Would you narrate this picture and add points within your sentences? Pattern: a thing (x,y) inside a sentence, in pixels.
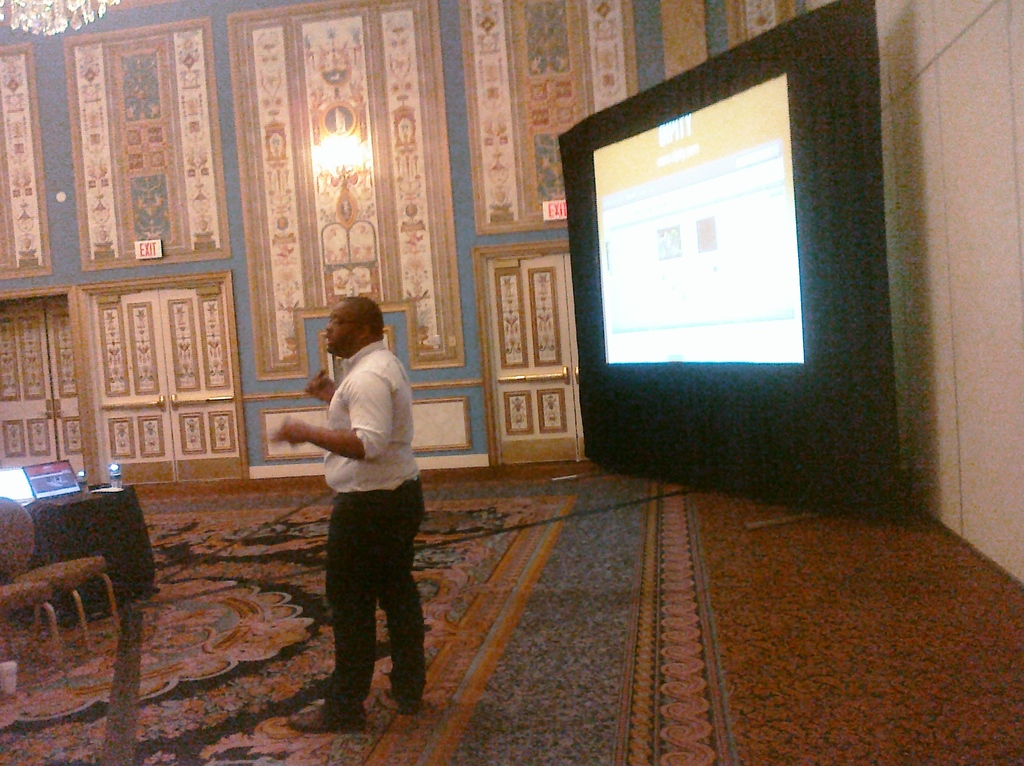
In this picture I can see a man (348,484) in front (353,529) who is standing and on the left side of this image (4,541), I see 2 chairs (30,550) and behind the chairs (14,518) I see a table (117,499) on which there is a laptop (51,480) and few things (78,472) and on the right side of this image (775,124) I see a screen (687,202). In the background (72,248) I see the wall (401,180) and I see the light (323,151) in the center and I see 2 boards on which there is a word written and I see the floor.
